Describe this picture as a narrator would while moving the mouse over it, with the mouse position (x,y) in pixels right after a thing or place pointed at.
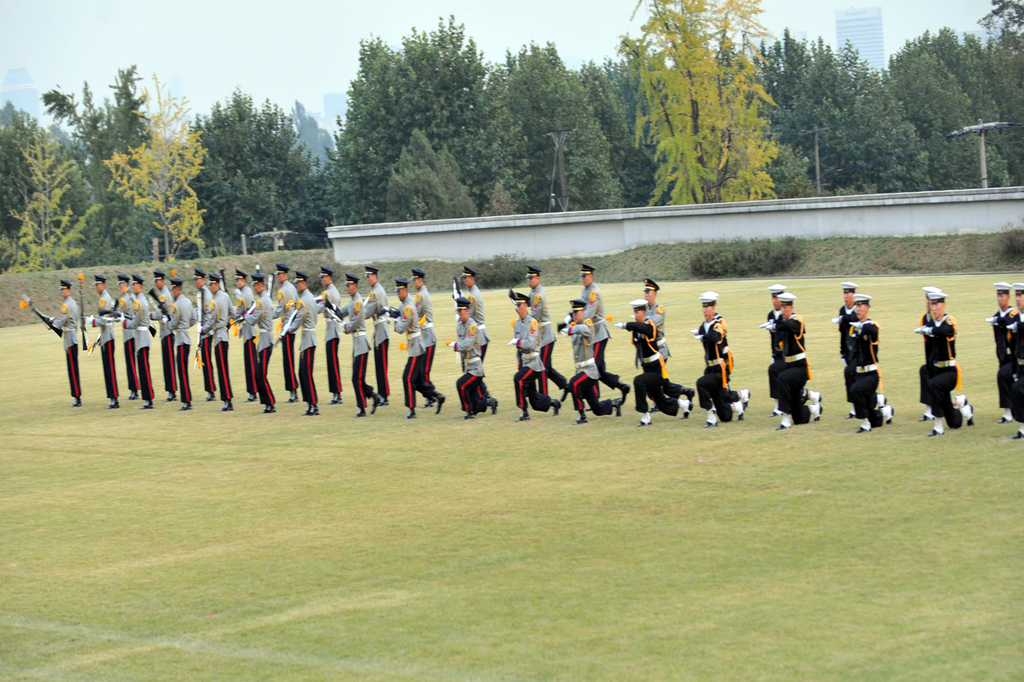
In this picture we can see some people (937,326) are standing, at the bottom (510,557) there is grass (510,557), some of these people (208,309) are holding guns (163,312), in the background (379,173) we can see a wall (794,205), trees (594,135) and a building (840,19), there is the sky (182,44) at the top of the picture (200,41).
